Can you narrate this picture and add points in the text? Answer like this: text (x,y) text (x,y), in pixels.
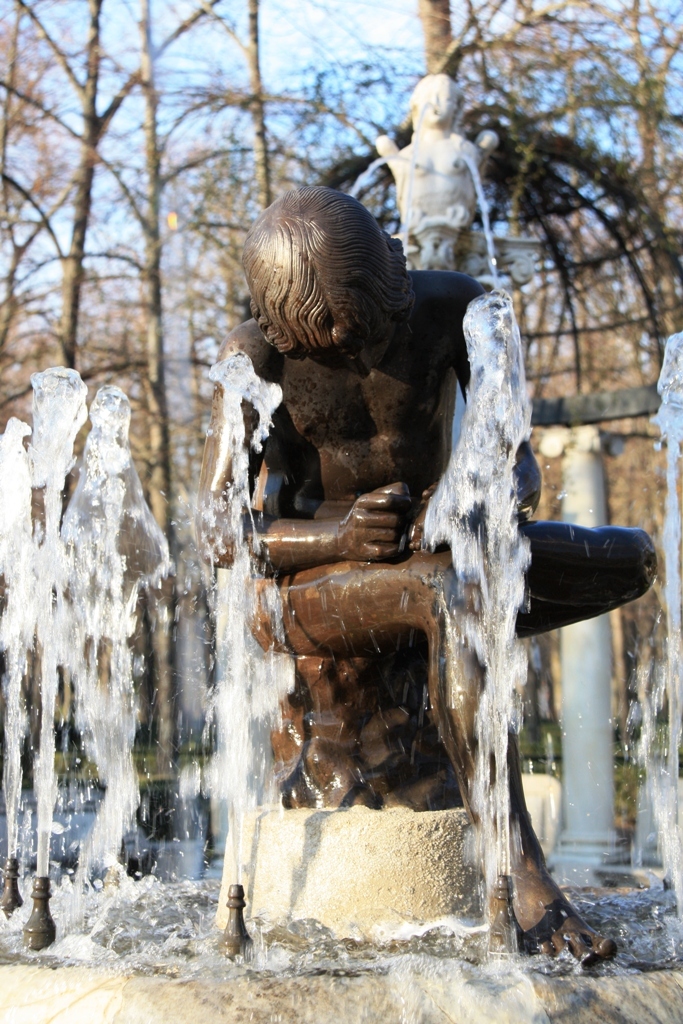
In this picture we can see a sculpture fountain (327,760). Behind the fountain (379,355), there are trees (267,171) and the sky (292,18).
